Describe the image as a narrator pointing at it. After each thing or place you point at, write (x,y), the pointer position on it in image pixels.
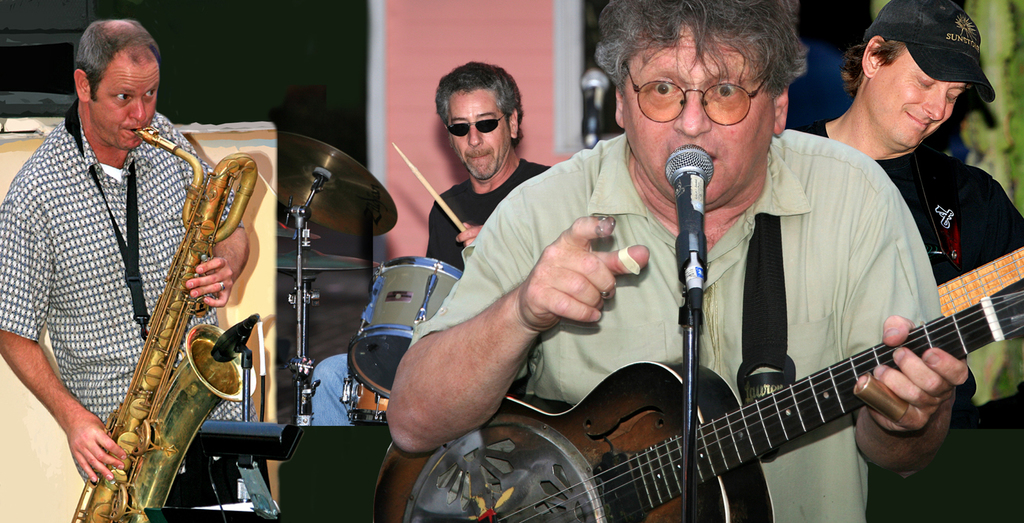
In this picture we can see four persons (615,141) playing musical instruments (193,237) such as guitar (568,435), drums (371,299), saxophone (239,205) and here man (511,378) singing on mic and in background (454,23) we can see wall (479,13).
